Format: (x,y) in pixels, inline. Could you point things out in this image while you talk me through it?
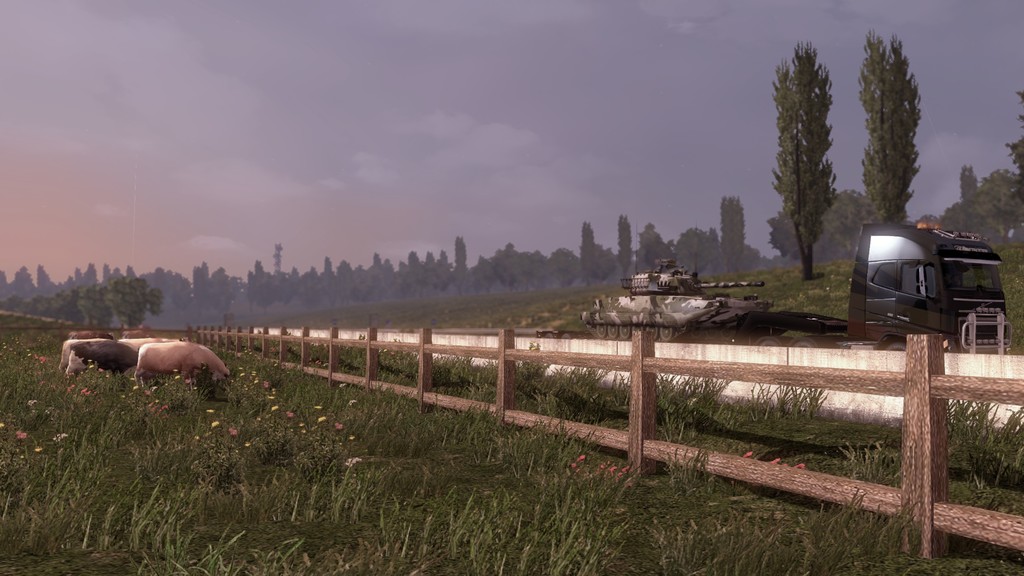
Animated picture. Here we can see fence (626,361), vehicles (679,283), animals (84,346), flowers (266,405) and grass (695,413). Background (952,176) there are trees (968,176) and sky (376,124). Sky (415,129) is cloudy.
